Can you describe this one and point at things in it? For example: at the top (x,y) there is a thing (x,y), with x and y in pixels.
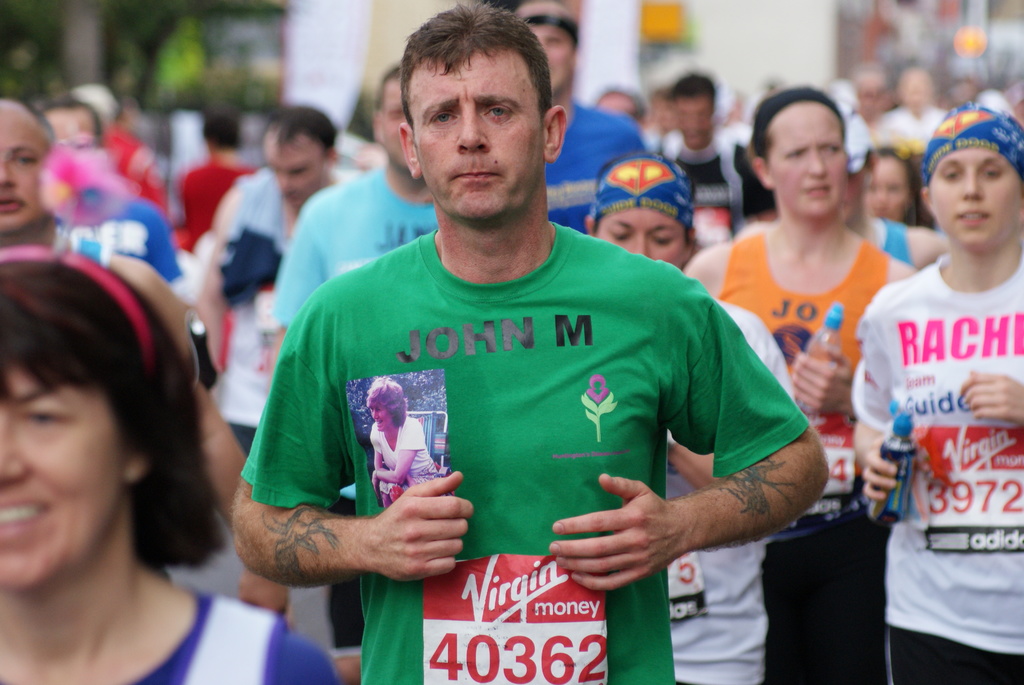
In this picture there are many people (457,192) jogging. The background (117,30) is blurred. In the background (202,44) there are buildings (382,44) and trees (159,47).
